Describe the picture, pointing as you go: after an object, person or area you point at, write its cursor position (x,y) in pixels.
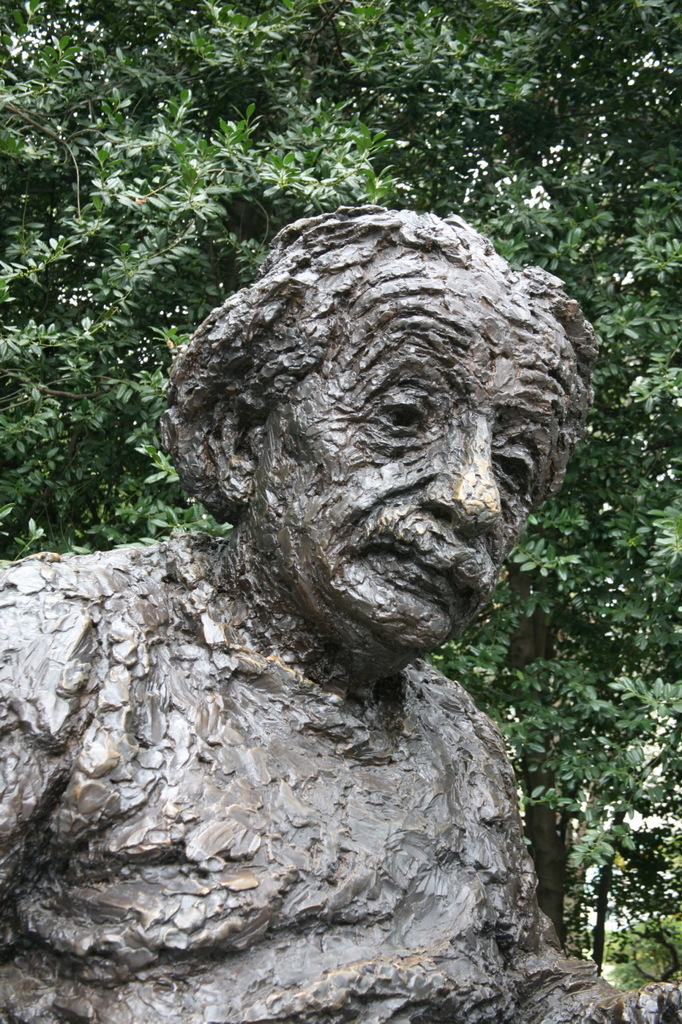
In this picture I can see a statue (260,532) of a man (404,500) and I can see trees (369,59) in the back (638,971).
